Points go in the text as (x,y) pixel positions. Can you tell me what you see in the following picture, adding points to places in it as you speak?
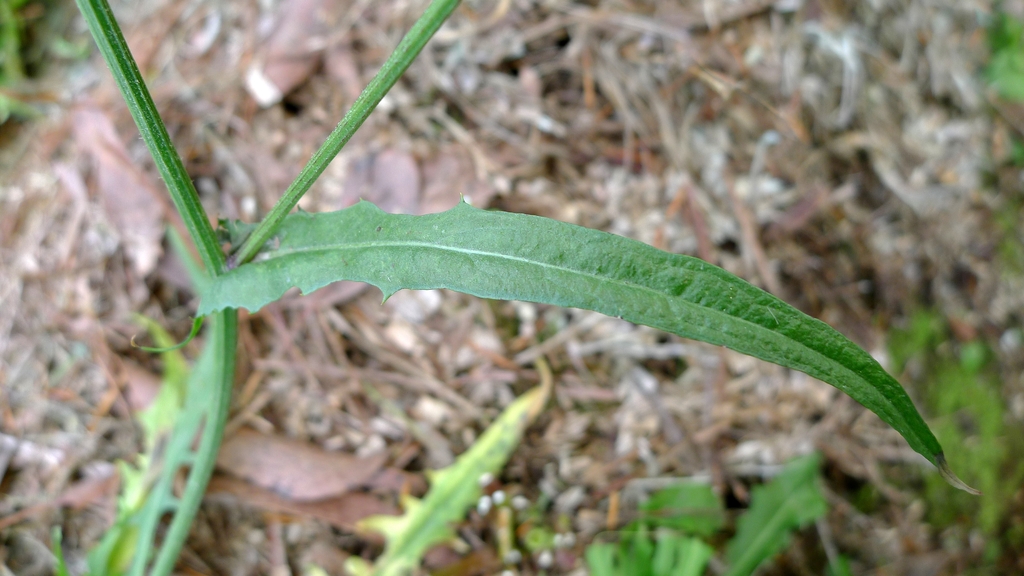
In this picture we can see few plants (786,364) and blurry background (653,174).
